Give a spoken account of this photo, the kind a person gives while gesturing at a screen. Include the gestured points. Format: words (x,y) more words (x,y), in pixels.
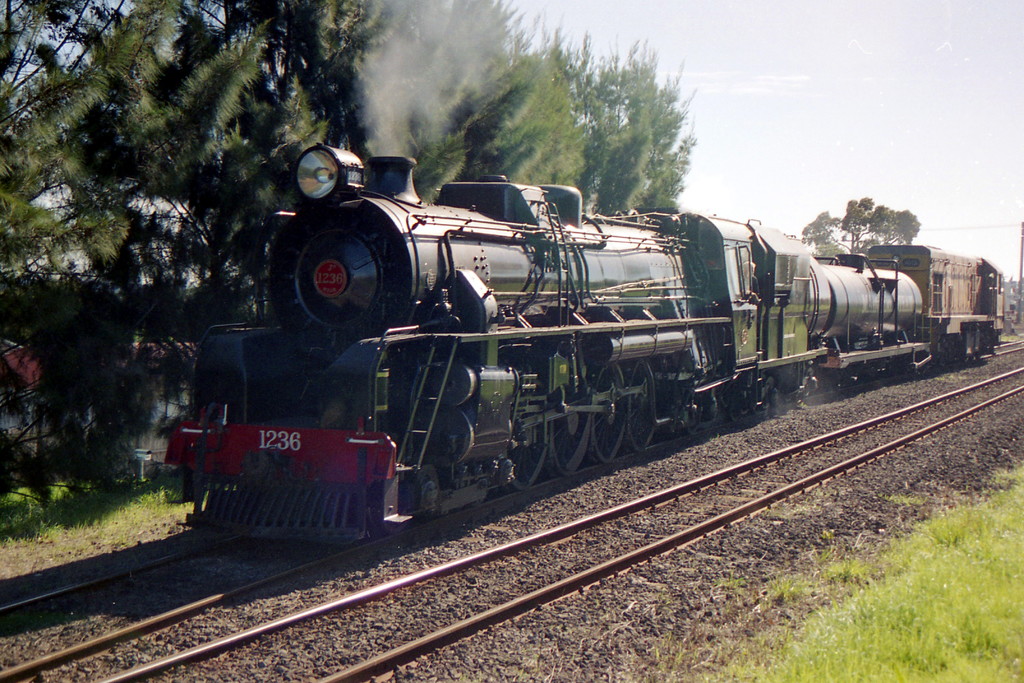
There is a train (590,325) on a railway track (363,541) in the middle of this image (592,414). There are some trees (268,197) in the background (13,218). There is a grassy land (913,614) at the bottom right corner of this image (906,613). There is a sky (847,145) at the top of this image (769,91).
